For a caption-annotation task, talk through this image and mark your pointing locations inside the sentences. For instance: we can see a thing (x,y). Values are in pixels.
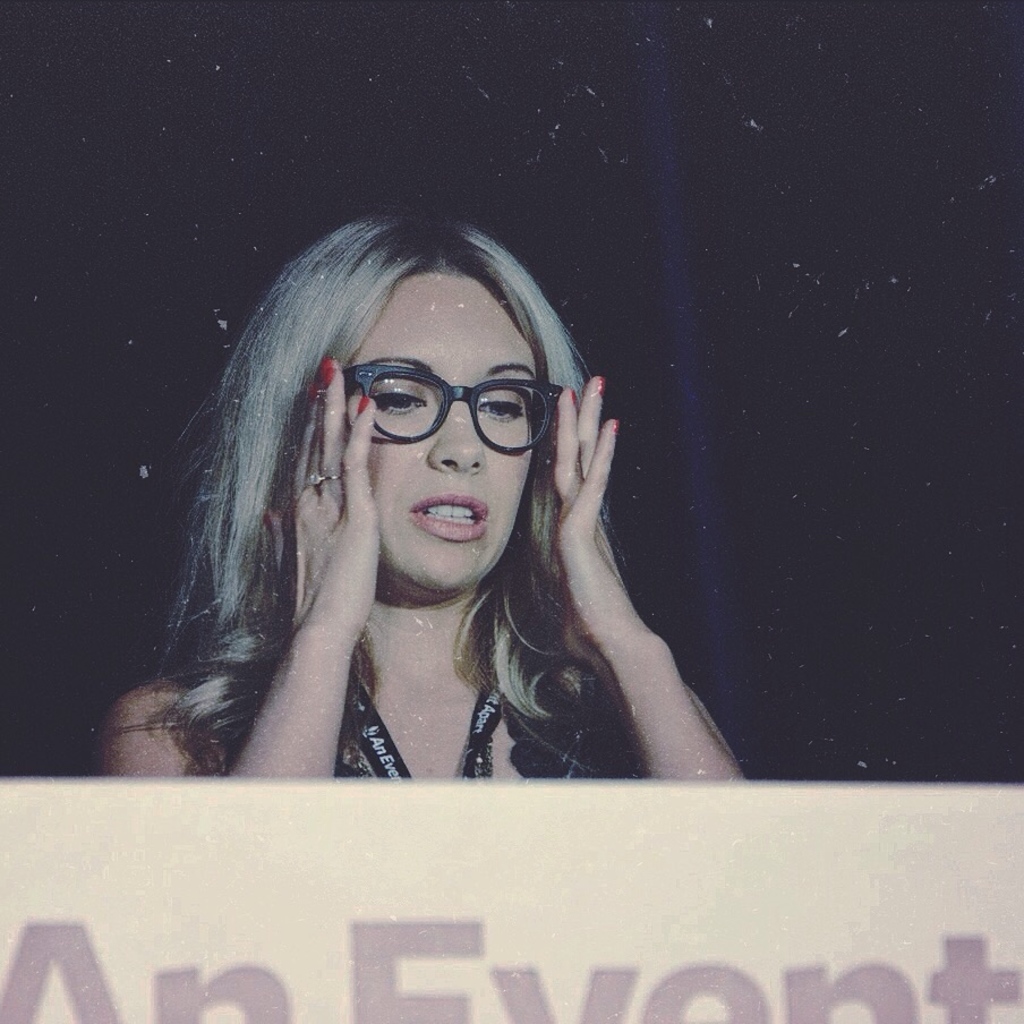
In this image I can see a person (311,770) wearing black color dress (636,760), in front (297,881) I can see a board (910,948) in white color and I can see dark background (831,403).
